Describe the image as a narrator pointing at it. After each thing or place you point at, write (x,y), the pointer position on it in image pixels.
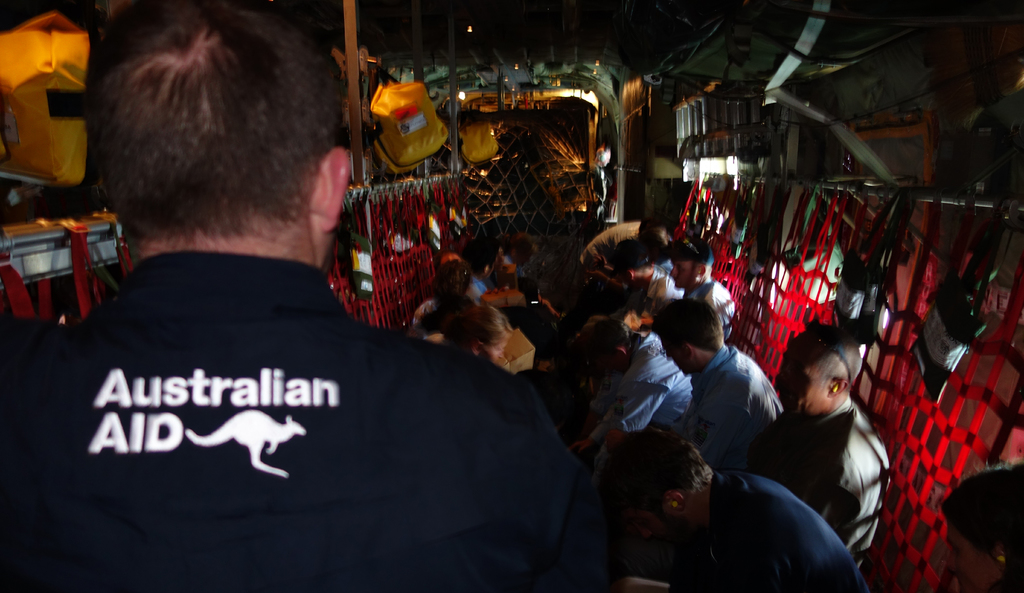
This is an image clicked in the dark. At the bottom (434,483) I can see a crowd of people (403,496). On the right (961,400) and left side of the image (60,314) there are red color ribbons (831,288), it seems like a fencing (958,426). On the left side (42,140) there is a yellow color object (38,123) placed on a metal surface (34,242). In the background (466,132), I can see many objects (539,103) in the dark.
